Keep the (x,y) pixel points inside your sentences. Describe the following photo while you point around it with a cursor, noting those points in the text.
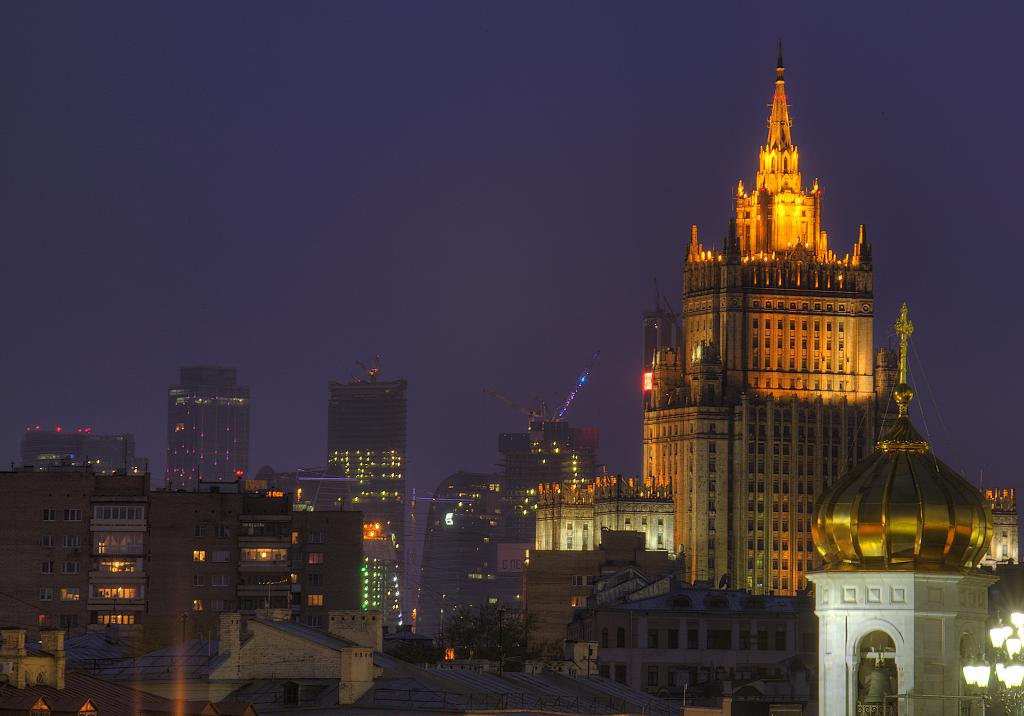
In this image, on the right side (768,422), we can see a tower (853,332), buildings (906,561). In the middle of the image (547,458), we can also see some buildings (609,476) with lights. In the background (389,172), we can see a sky (167,147). In the right corner (980,675), we can also see some lights (1003,663).
